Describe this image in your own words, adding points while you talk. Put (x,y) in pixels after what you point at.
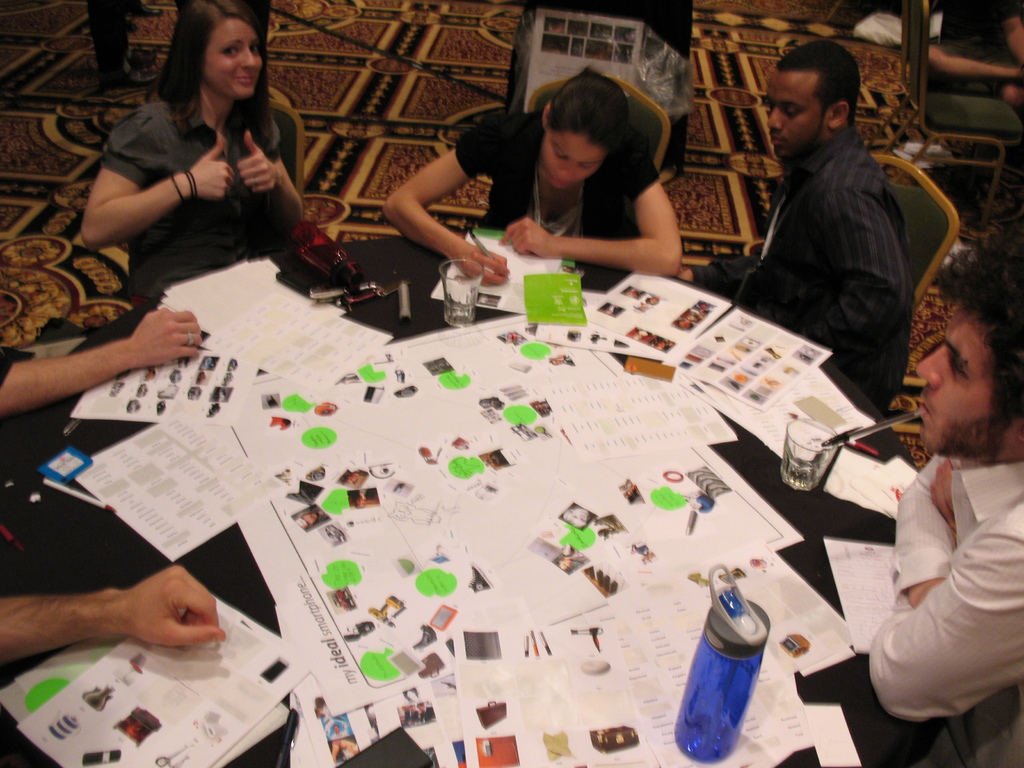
In this image there is a big round table (114,437). Around the table (394,315) there are chairs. On the chairs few people (1000,480) are sitting. On the table (415,300) there are some papers (538,513), bottle (697,666), glass (471,305), pen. On the right top corner (947,130) there is a chair (956,103). There is a carpet (422,51) on the floor (355,62).
